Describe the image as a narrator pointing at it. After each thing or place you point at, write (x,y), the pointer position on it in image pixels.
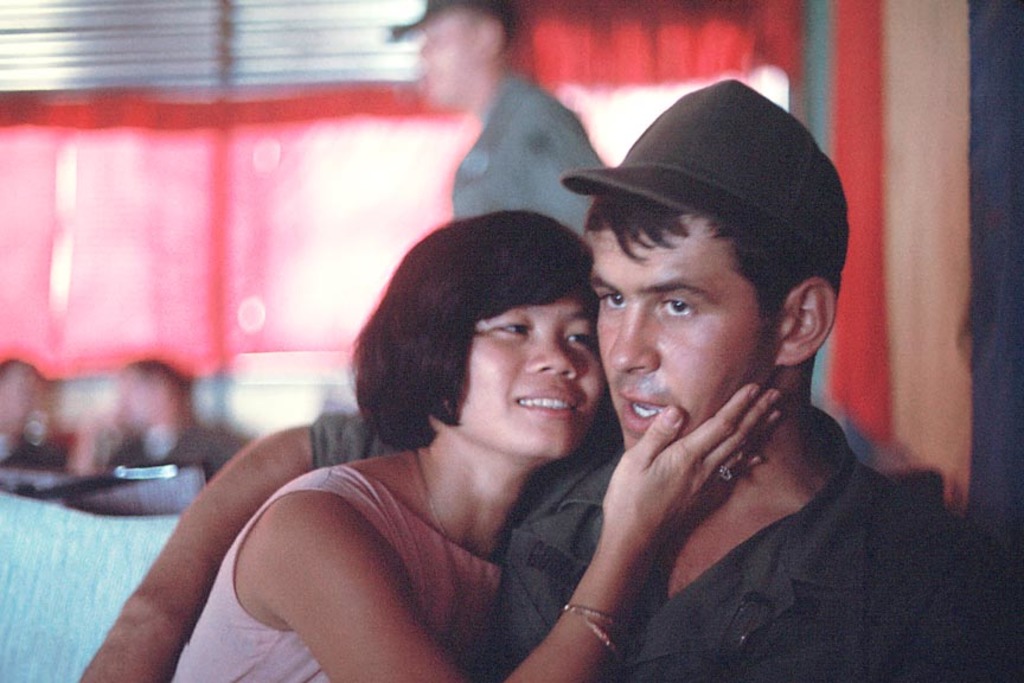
There is a man (580,470) and a woman (498,529). Both are holding each other. Man (670,189) is wearing a cap (678,145). In the background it is blurred and some people (484,134) are there.
